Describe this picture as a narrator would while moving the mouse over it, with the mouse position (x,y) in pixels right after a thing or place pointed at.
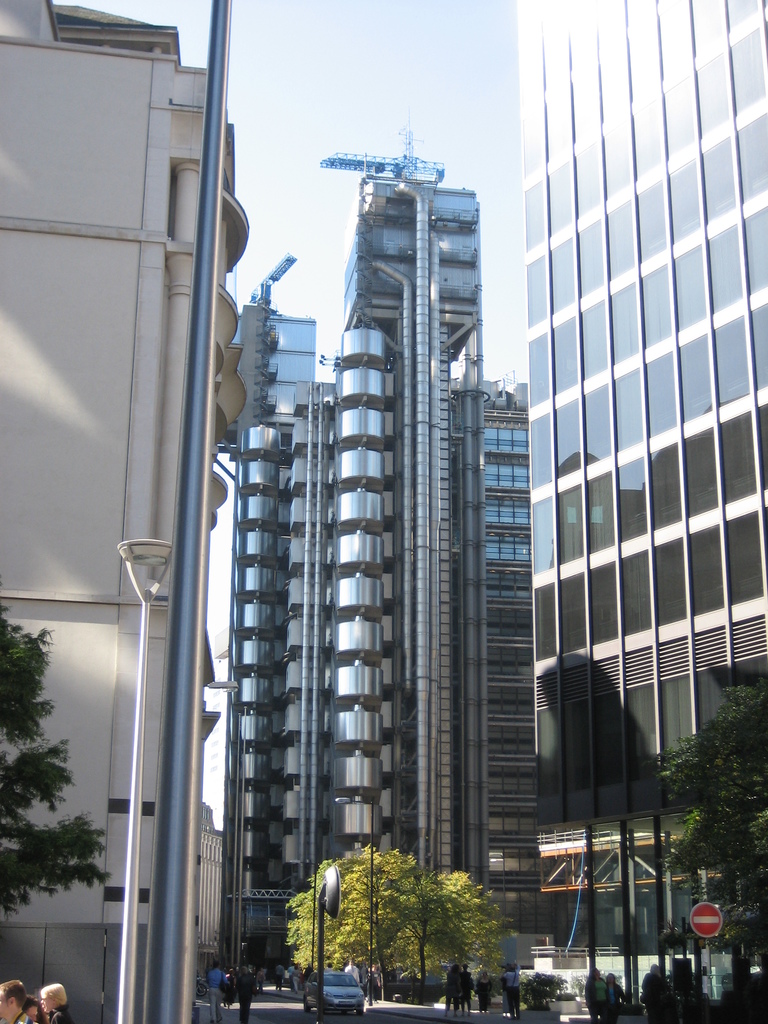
In this image we can see a few buildings (267,795), there are some poles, trees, people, boards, plants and a light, in the background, we can see the sky (428,29).
